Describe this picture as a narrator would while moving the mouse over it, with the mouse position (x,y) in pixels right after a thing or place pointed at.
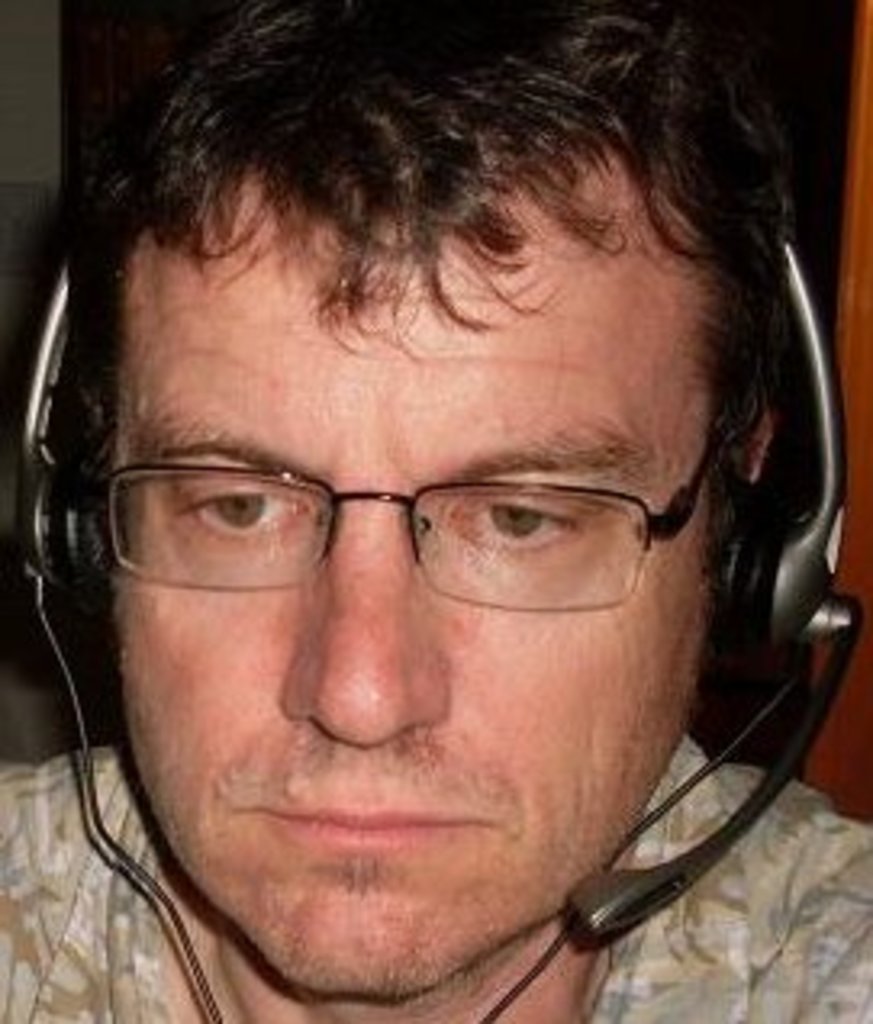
In the center of the image (392,383) there is a person (334,545) wearing spectacles (540,583) and headset (57,340).
